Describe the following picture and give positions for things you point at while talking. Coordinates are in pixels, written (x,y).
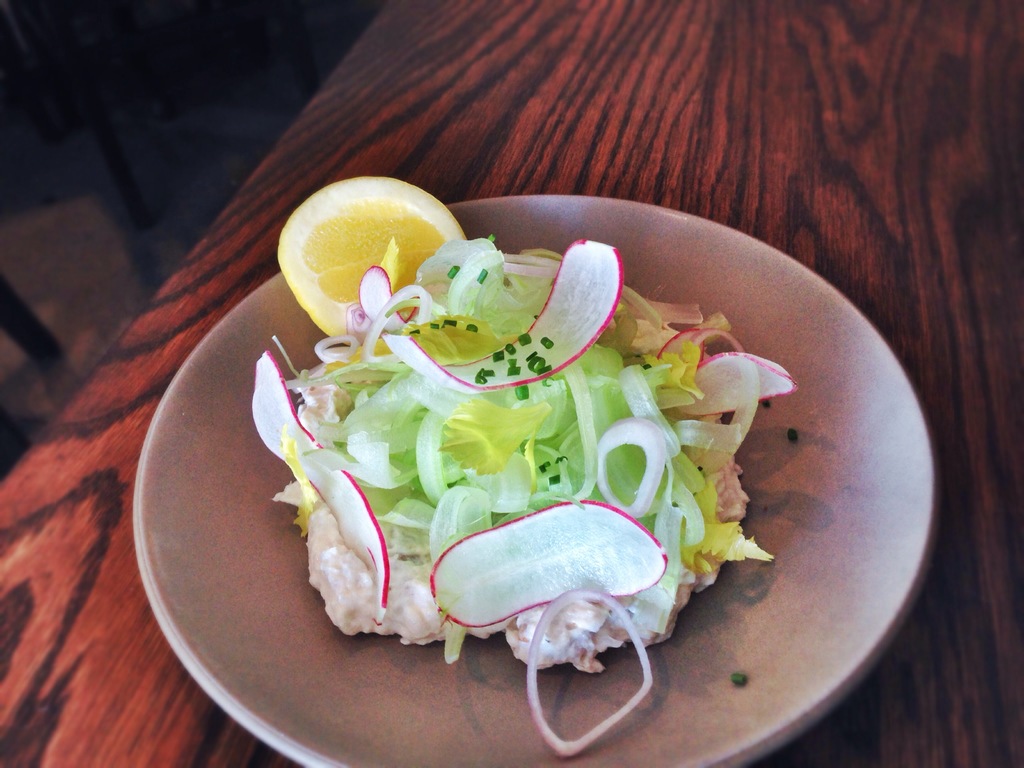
There is a food item (488,465) on a brown plate (240,636). There is a wooden surface (869,123).
